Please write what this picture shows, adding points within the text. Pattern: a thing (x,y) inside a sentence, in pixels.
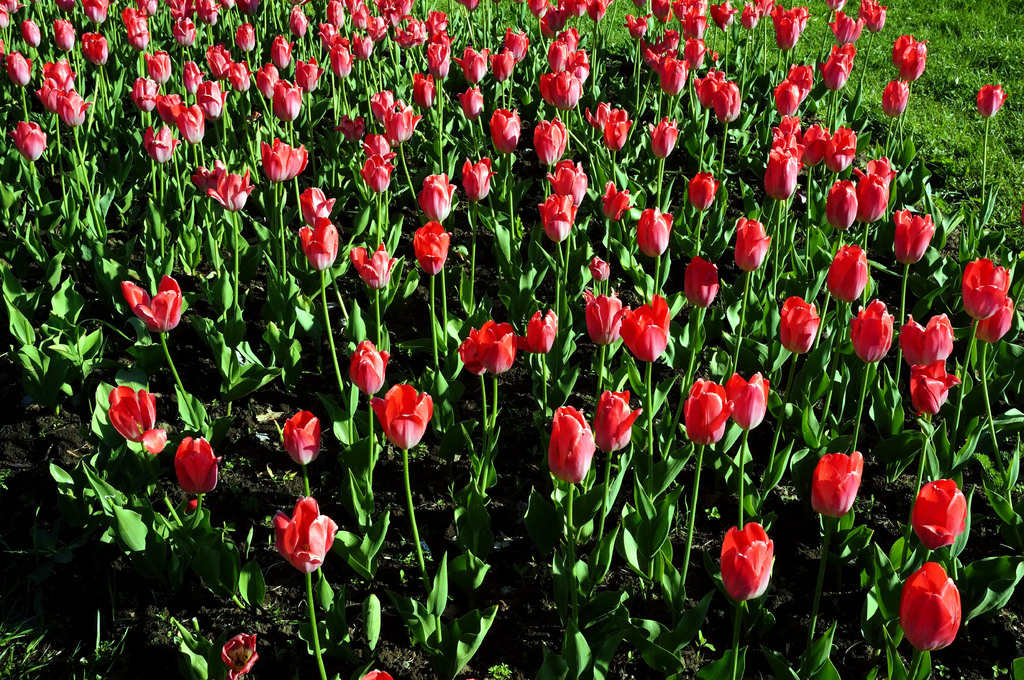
In this image we can see a group of plants (531,337) with flowers (666,344) and some grass (926,110).
